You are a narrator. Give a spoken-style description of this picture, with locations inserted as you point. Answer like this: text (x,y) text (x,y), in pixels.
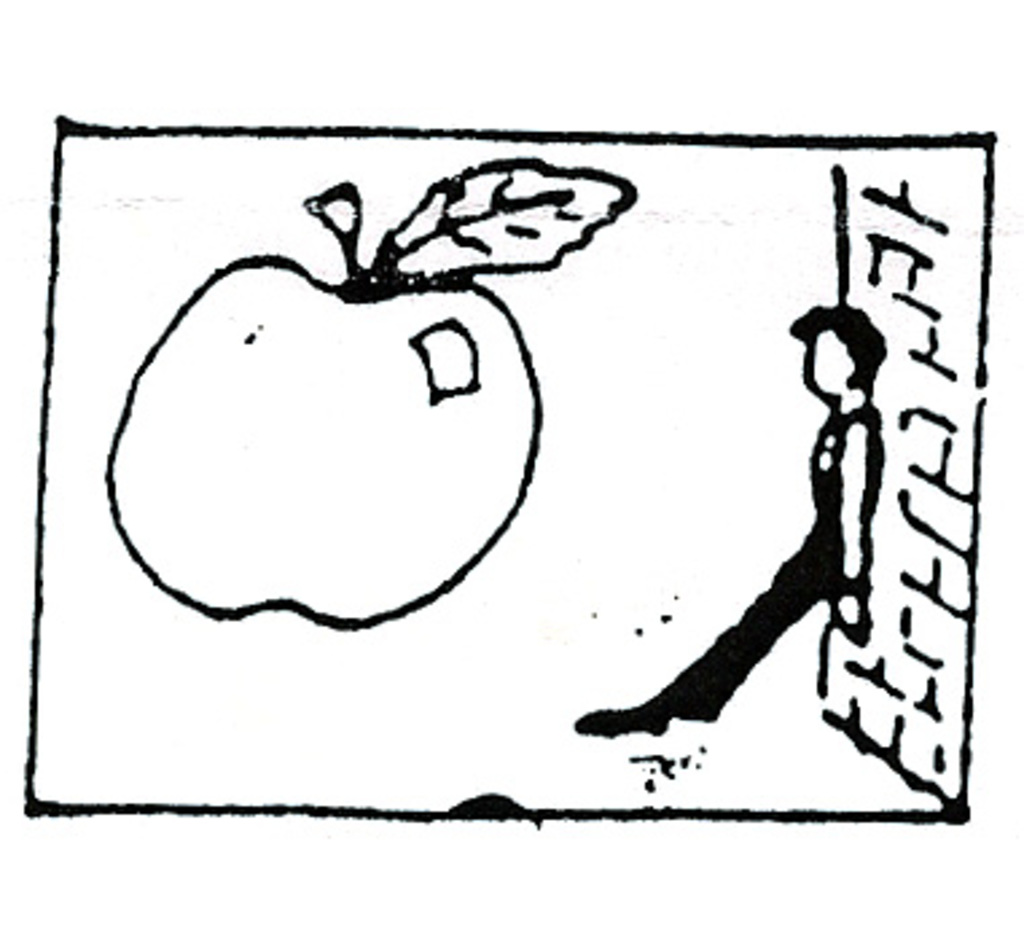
In this image I can see on the left side (111,455) there is the sketch (442,336) of an apple (456,394). On the right side (816,534) a person (805,543) is leaning to the wall (941,645).
